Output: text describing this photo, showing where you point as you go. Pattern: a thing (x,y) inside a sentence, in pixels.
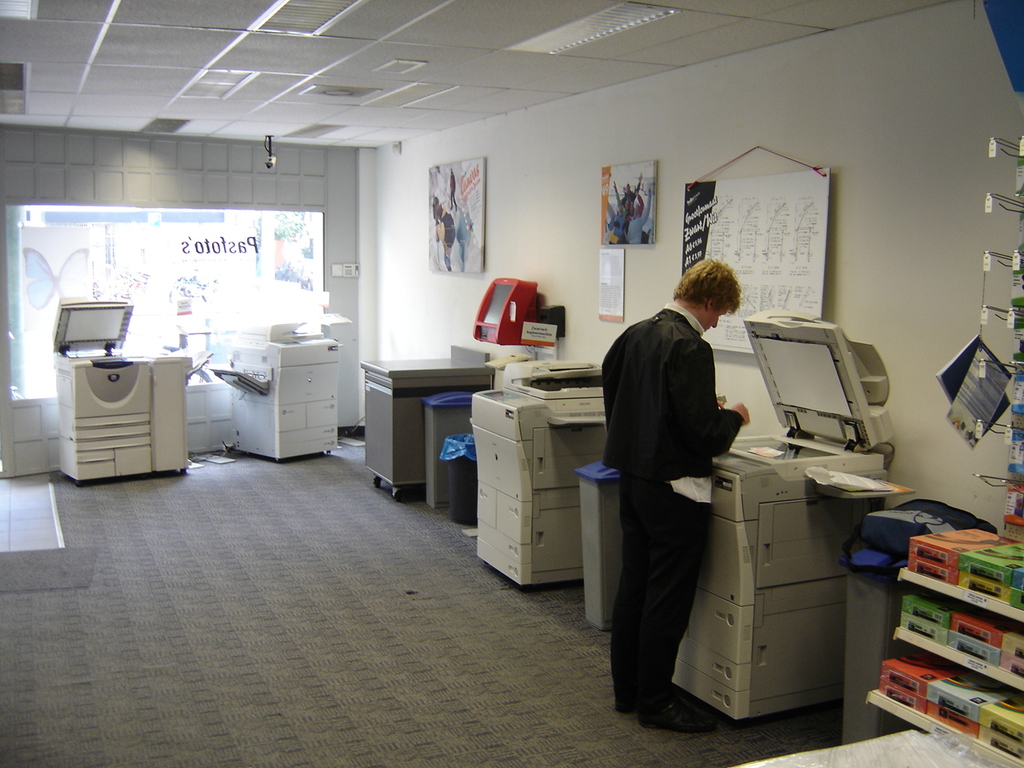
In the picture I can see a person (652,489) wearing black dress (678,459) is standing in front of a xerox machine (753,489) and there is another machine (575,416) beside him and there are few objects (982,559) in the right corner (975,580) and there are few other xerox machines (276,391) in the background (180,349).
